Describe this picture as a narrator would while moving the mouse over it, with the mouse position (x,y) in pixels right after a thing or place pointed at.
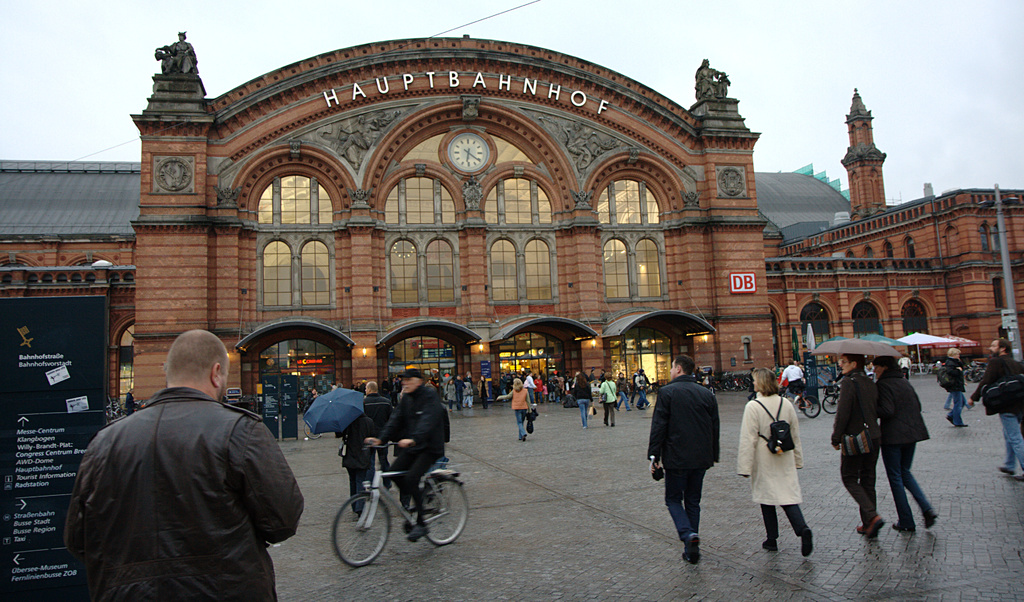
In this image we can see there is a building (647,112) which has sculptures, a clock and some text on it, in front of it there are posters (53,317) with some text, vehicles (365,526), umbrellas (916,343) and a group of people (172,534), in the background (935,1) we can see the sky (503,9).
